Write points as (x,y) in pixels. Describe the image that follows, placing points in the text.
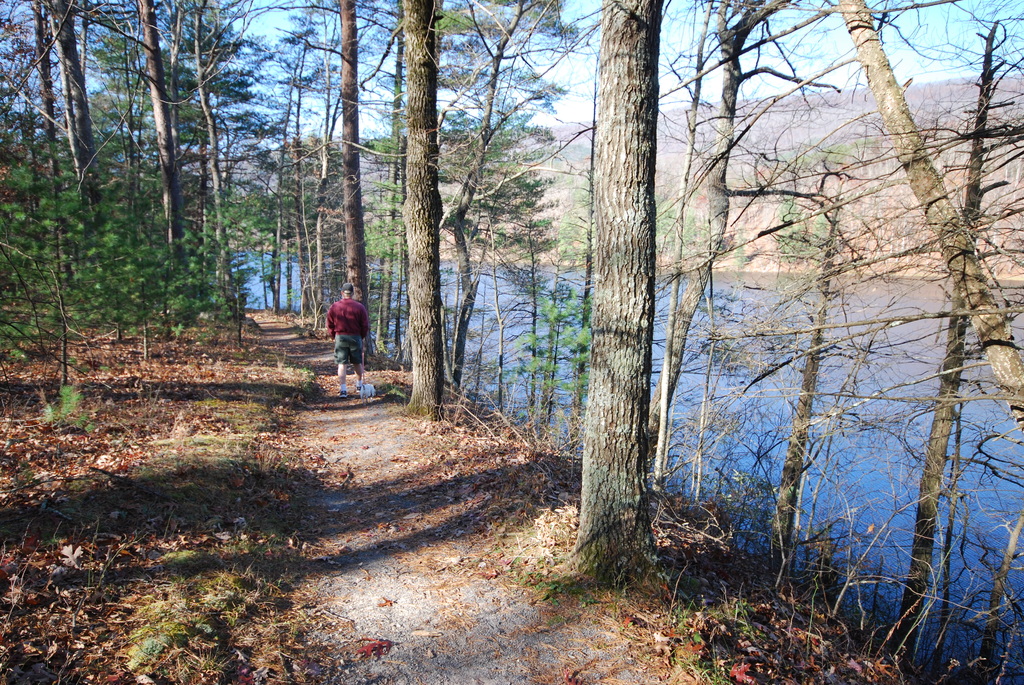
This is the man (340,355) standing. I think this is a pathway (351,465). These are the trees (170,225). I think these are the water (897,351). In the background (906,246), that looks like a hill (883,196).
